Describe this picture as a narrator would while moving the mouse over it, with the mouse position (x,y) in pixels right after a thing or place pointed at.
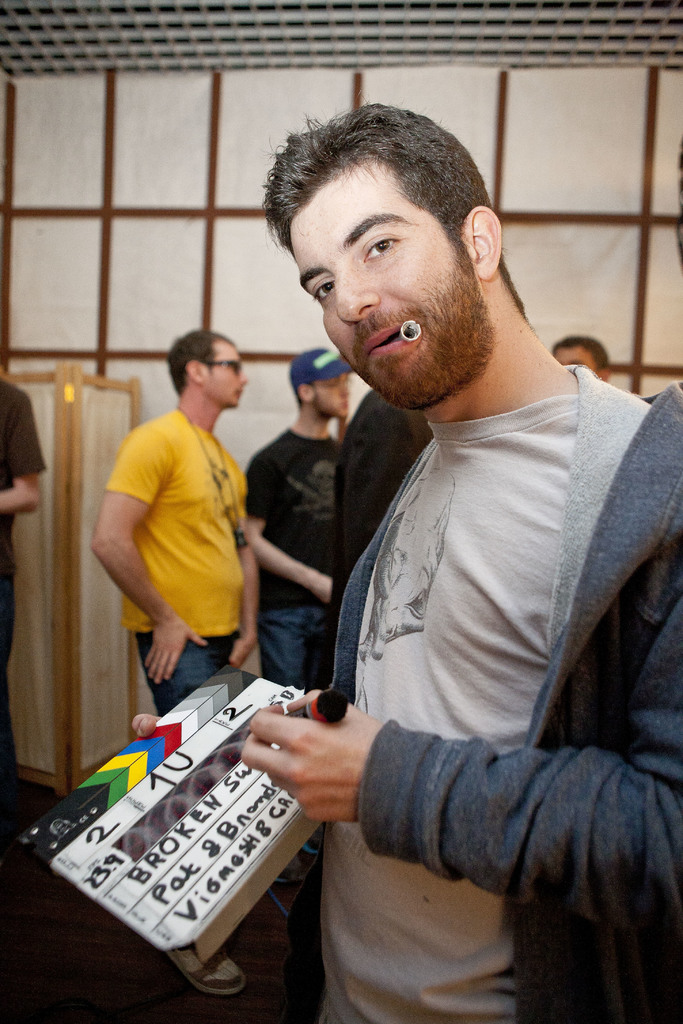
This picture describes about group of people (383,438), on the right side of the image (547,423) we can see a man (396,320), he is holding a pen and a board (230,776), and we can see cap (408,338) in his mouth (391,336).
